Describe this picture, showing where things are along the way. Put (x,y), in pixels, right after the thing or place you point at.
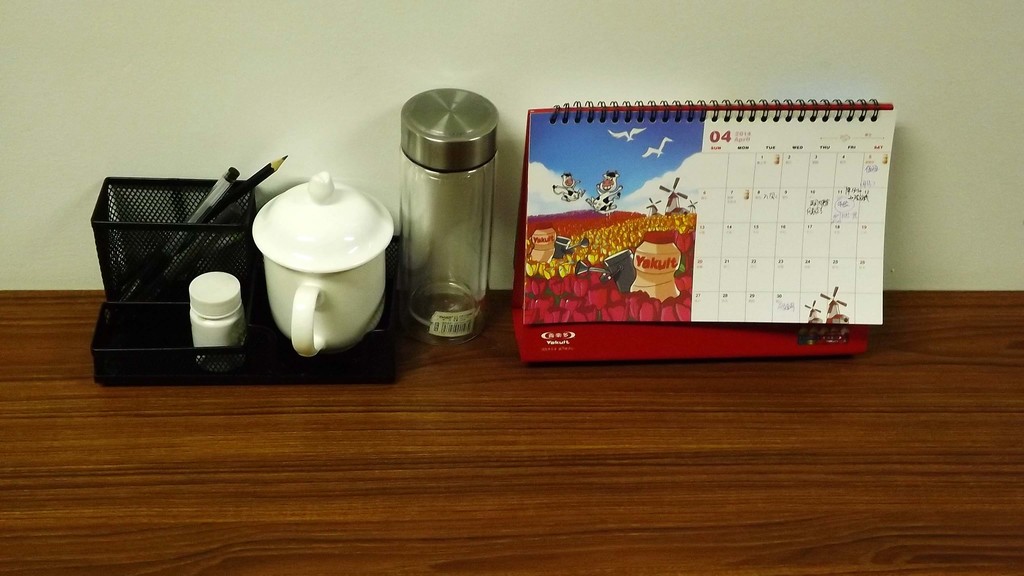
On the table (305,449) there is a pen holder (169,235), bottle (437,224) and a calendar (734,287).
